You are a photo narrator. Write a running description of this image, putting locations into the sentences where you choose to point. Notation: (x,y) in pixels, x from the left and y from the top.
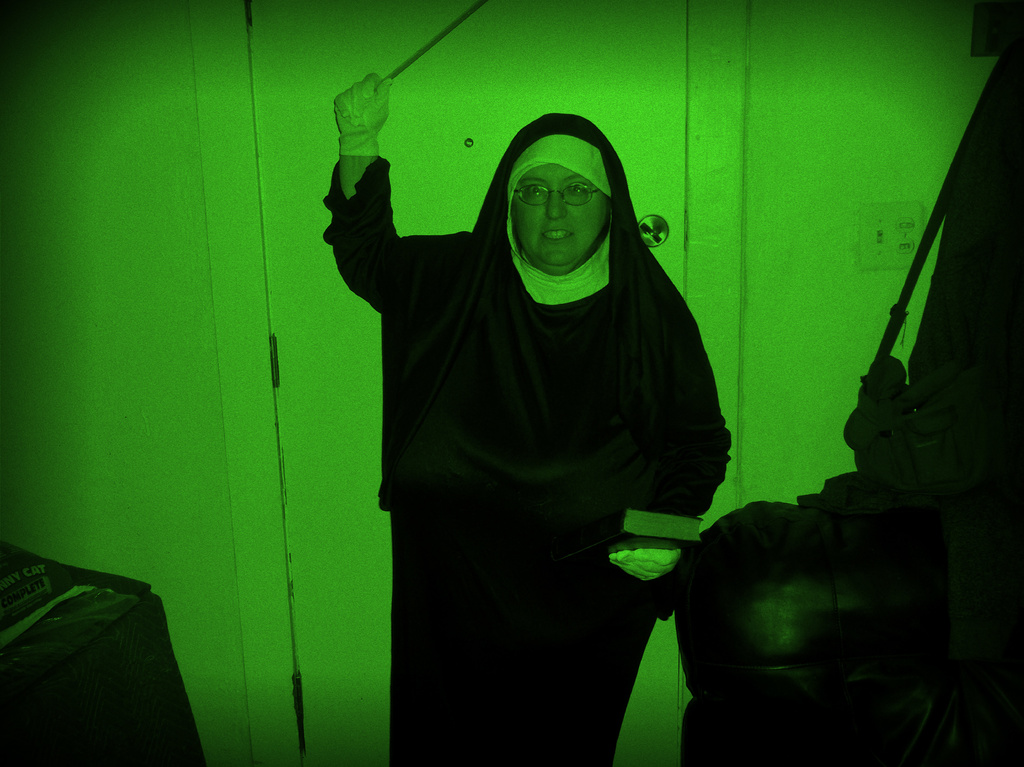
In this picture there is a lady (449,370) in the center of the image (453,288), by holding a stick (429,43) in her hand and there is a door (426,102) behind her, there is a sofa (854,567) at the bottom side of the image (759,608) and there is a desk (171,675) in the bottom left side of the image (109,575).
